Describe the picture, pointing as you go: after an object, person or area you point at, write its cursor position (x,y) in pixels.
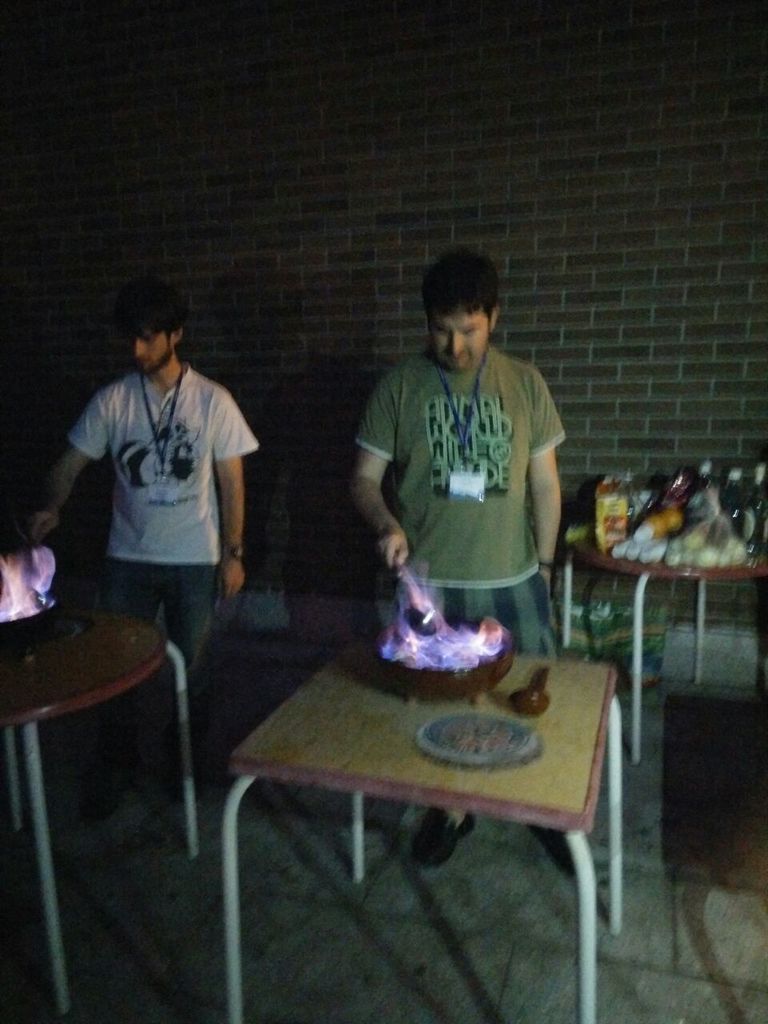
In this image we can see two men (472,532) standing near the tables (418,712) on the tables (498,701) there are bowls (480,677) with fire (43,582) and an object (536,705) on the table (384,721) and they are holding an object (413,589) and there is a table (668,569) behind the man (425,565) with few objects (679,525) on the table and a wall (453,135) in the background (336,212).
